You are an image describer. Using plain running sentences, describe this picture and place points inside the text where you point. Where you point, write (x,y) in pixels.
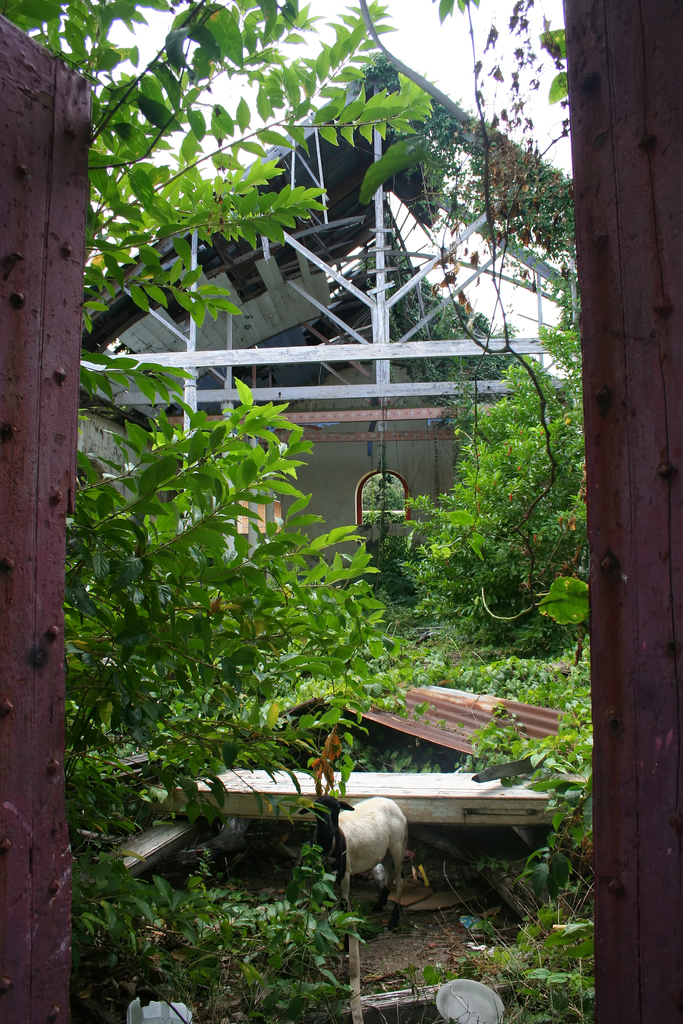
In front of the image there is a door (656,222). There is a goat (379,810). There are plants (309,656), trees (483,329) and a few other objects (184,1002). In the background of the image (297,422) there is a metal shed (312,369). At the top of the image (483,257) there is sky (536,8).
